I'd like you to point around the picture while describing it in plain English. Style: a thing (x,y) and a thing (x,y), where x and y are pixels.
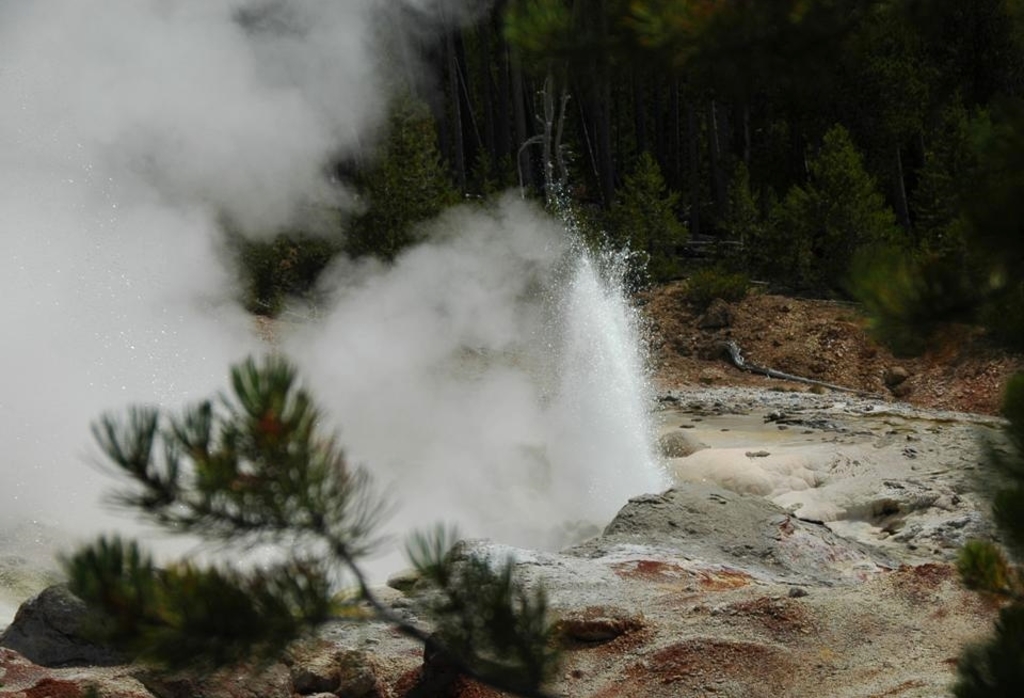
On the left side (163,31), there is a smoke (468,306). Beside this smoke (468,306), there is a ground (685,547). Beside this ground (599,581), there is a tree (222,460). In the background (925,212), there are trees (901,122). And the background (925,234) is dark in color.
